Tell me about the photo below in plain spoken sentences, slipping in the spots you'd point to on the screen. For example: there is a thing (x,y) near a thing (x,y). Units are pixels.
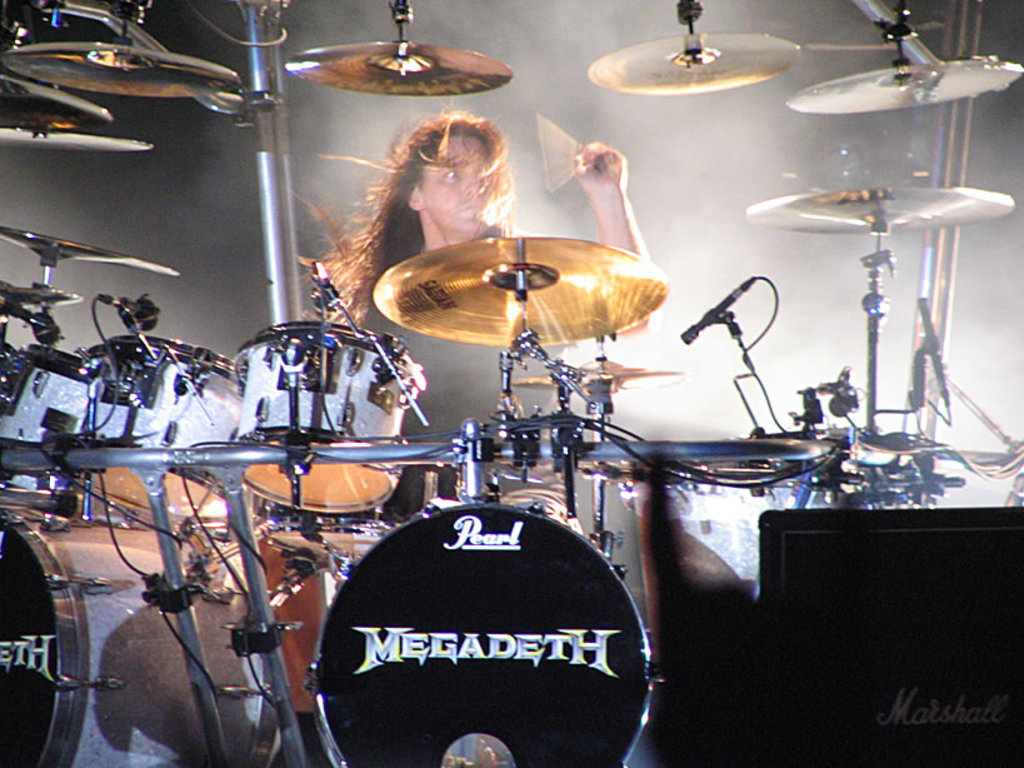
In this picture I can see a human (454,213) playing drums (506,245) with the help of sticks (548,152) and I can see smoke (585,196) in the back (753,329) and I can see text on the drums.
